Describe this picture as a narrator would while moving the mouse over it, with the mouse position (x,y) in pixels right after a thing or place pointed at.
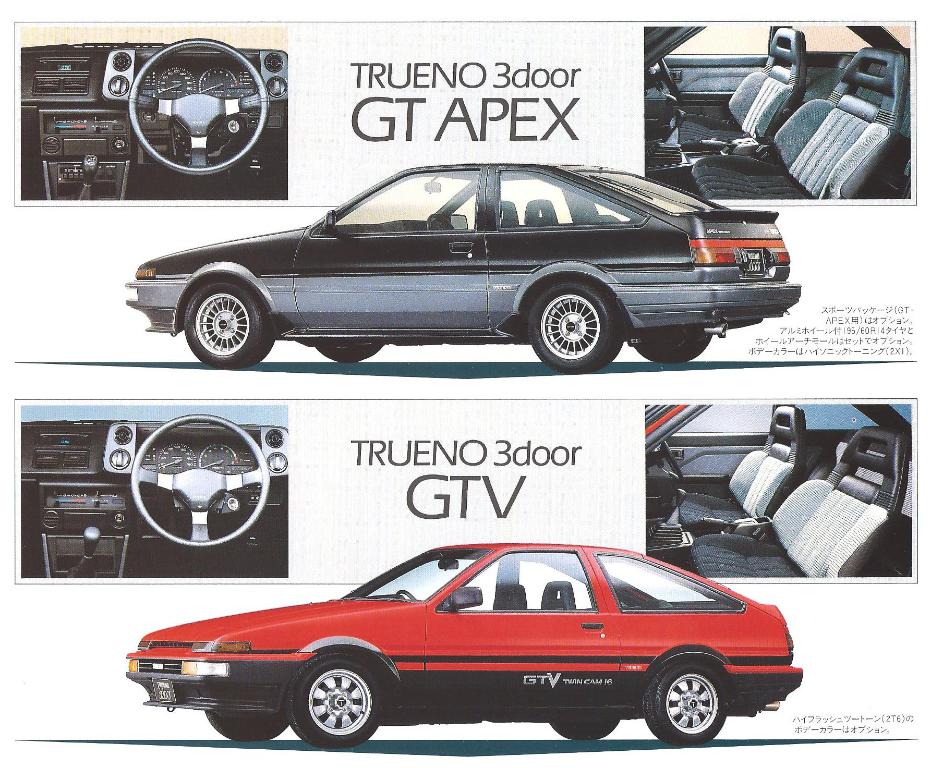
In this image we can see a poster (441,296) in which there are cars (371,734), text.
